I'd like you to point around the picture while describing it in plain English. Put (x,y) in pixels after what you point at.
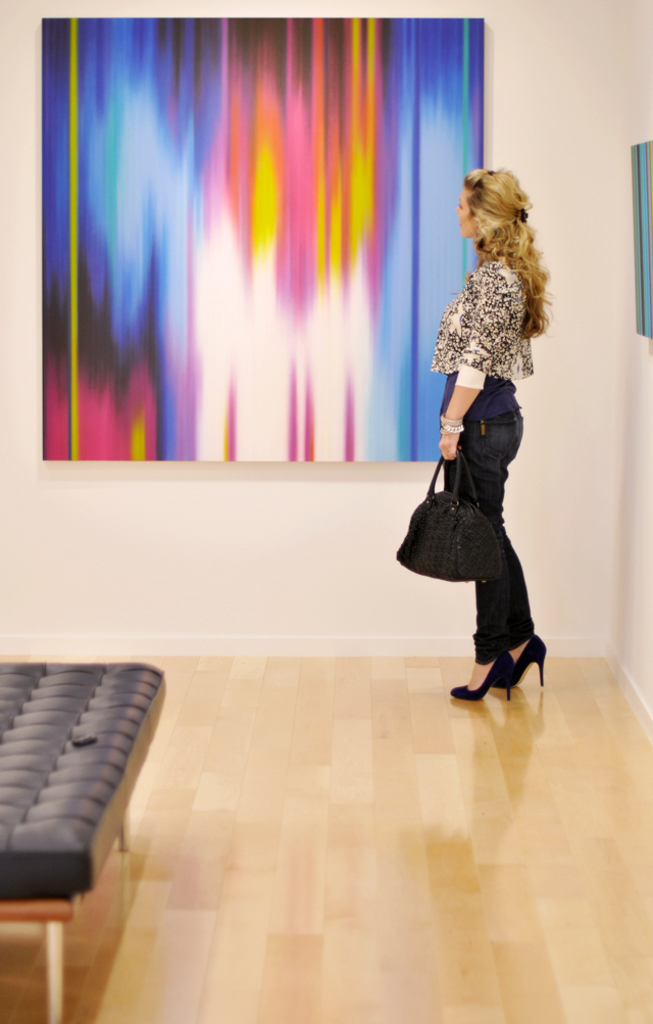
In this picture we can see woman (537,322) carrying bag (461,515) in her hand (456,444) wore nice dress (453,361). She is looking at the wall (128,487) some painting (276,331) and here on floor (314,712) we can see bed (50,770).
